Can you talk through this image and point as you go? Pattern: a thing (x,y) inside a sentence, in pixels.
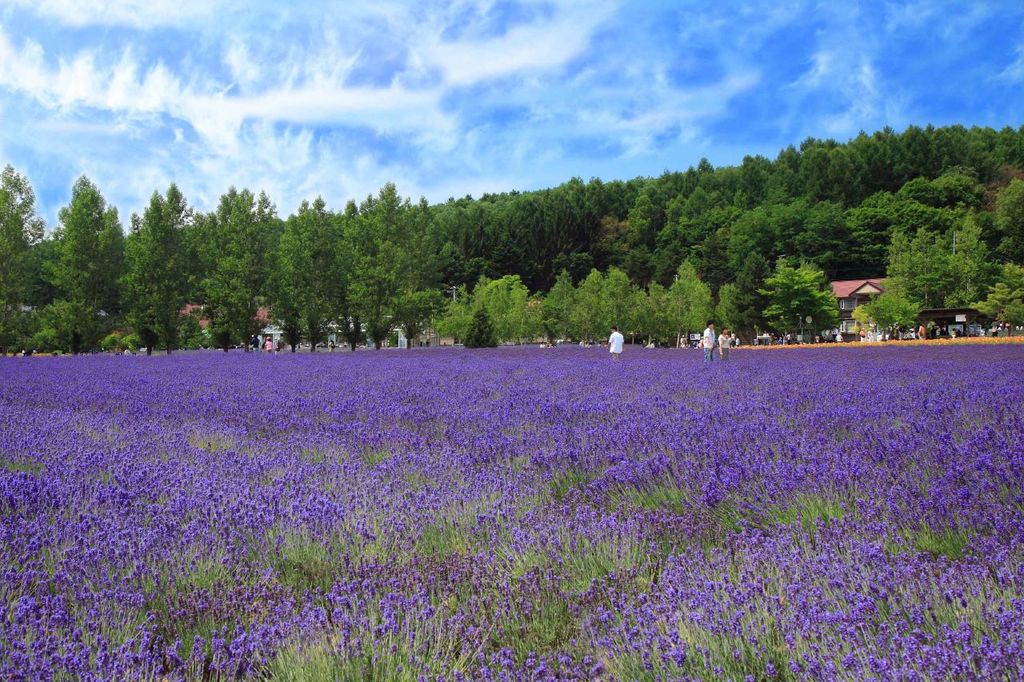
This image is taken outdoors. At the top of the image (83,101) there is a sky (139,86) with clouds (401,104). At the bottom of the image (577,483) there are many lavender plants (429,599) with flowers (531,436). In the middle of the image (536,297) there are many trees (445,294) and plants (58,324) and there are a few houses (846,302). Three people (613,345) are standing on the ground (596,360).
